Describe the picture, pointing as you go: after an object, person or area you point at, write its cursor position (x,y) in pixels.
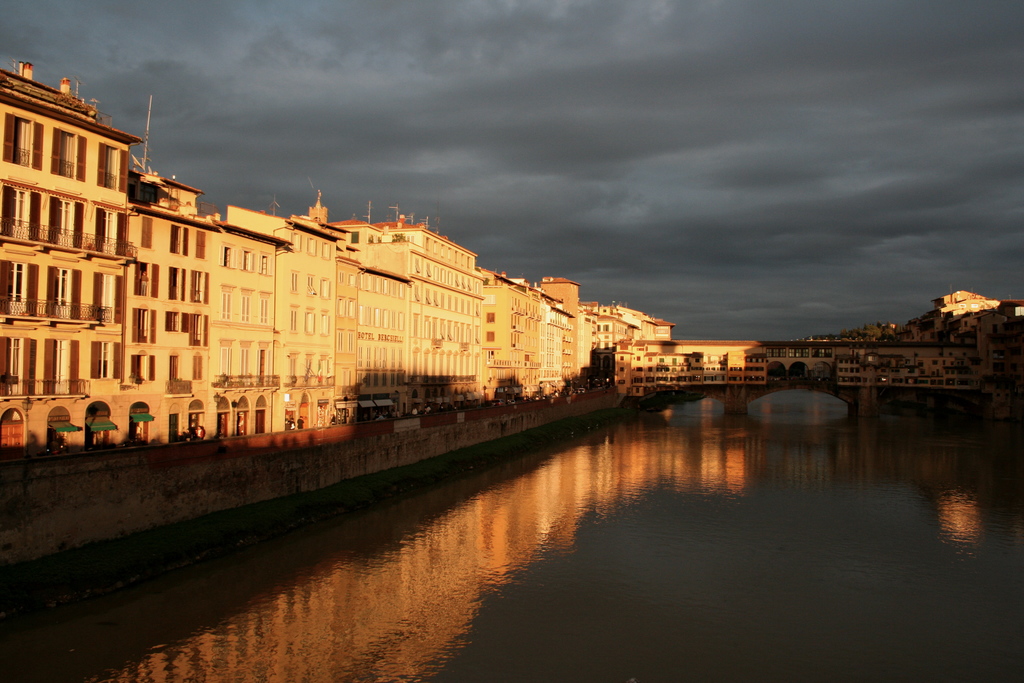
In the foreground of this image (618,524), there is water (733,581) on the right (737,587). On the left (147,361) and background (857,358), there are buildings (545,368). At the top (266,10), there is sky (626,102) and the cloud (628,117).
